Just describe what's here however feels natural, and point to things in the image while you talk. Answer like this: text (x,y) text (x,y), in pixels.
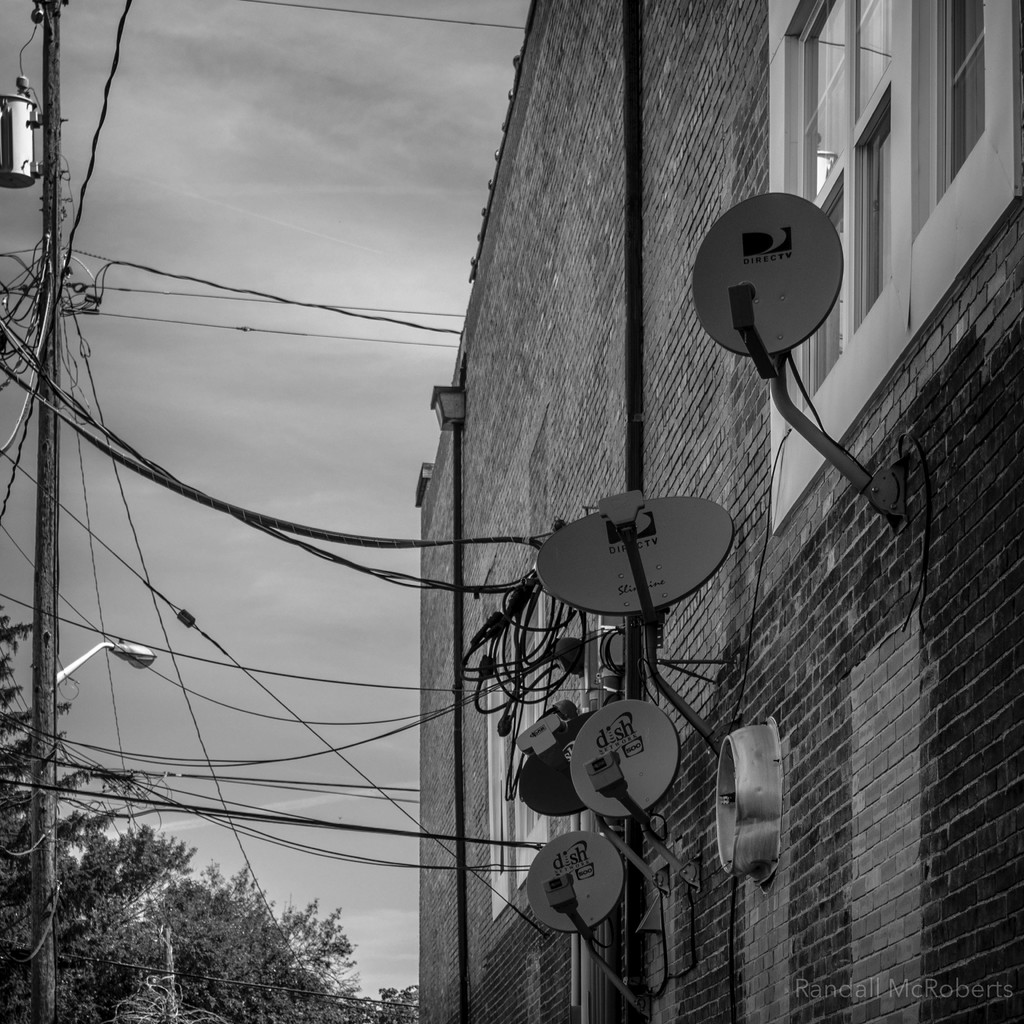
In this image I can see the black and white picture in which I can see the wooden pole (48,709), few wires (106,452) to the pole (51,649), a street light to the pole (36,674), few dish antennas (644,799) to the building (738,549) which is made of bricks (654,454). I can see few pipes (637,237) and a window (855,228) to the building (556,403). In the background (183,853) I can see few trees (213,945) and the sky (225,253).
